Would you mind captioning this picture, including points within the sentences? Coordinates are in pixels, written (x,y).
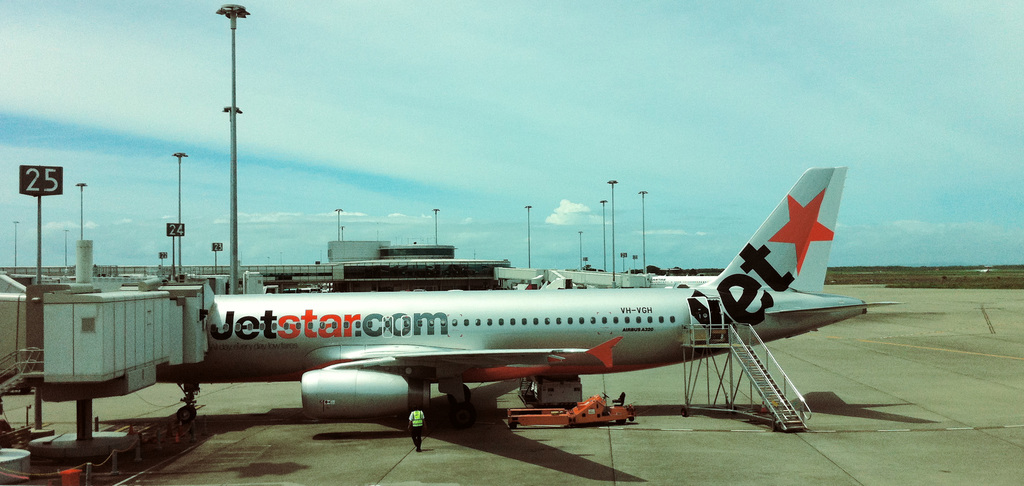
In this image there is an aircraft (488,348) to the terminal (348,281), there is a person (414,418) walking towards the aircraft (374,378), behind the aircraft (416,355), there is terminal (309,267) of an airport (398,423) and there are lamp posts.
